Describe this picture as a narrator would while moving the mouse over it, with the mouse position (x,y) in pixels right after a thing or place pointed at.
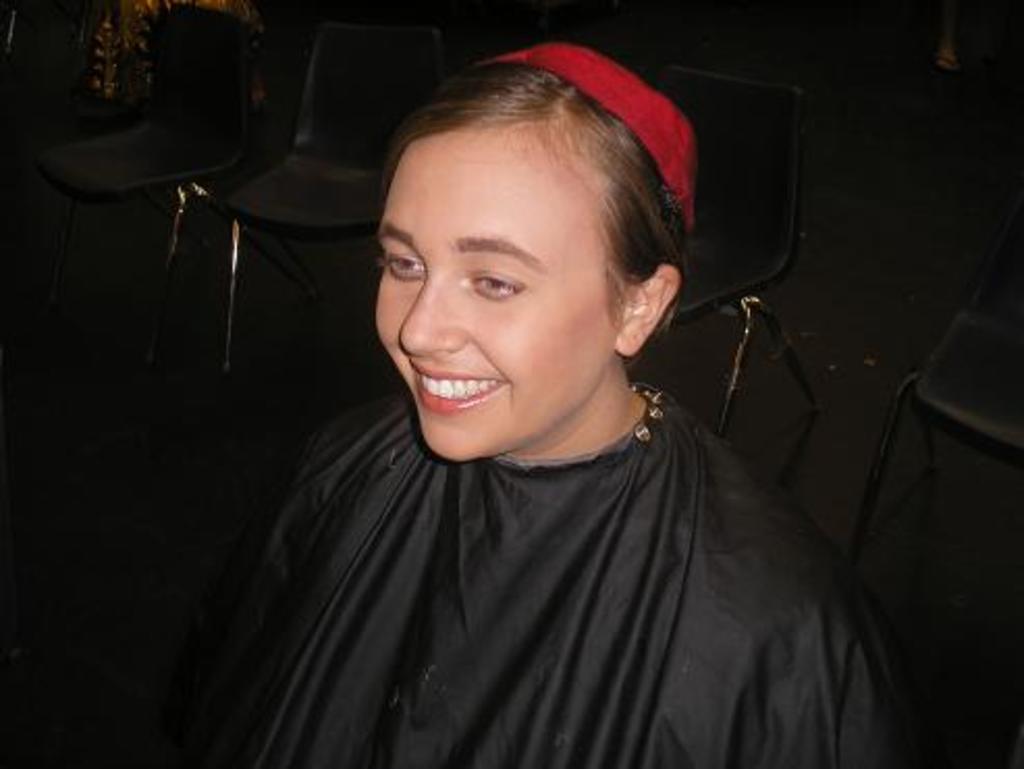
This picture is clicked inside. In the foreground (647,503) there is a person (489,120) wearing black color dress (552,654) and seems to be sitting. In the background (171,166) we can see the chairs (314,111) placed on the ground (384,6).
